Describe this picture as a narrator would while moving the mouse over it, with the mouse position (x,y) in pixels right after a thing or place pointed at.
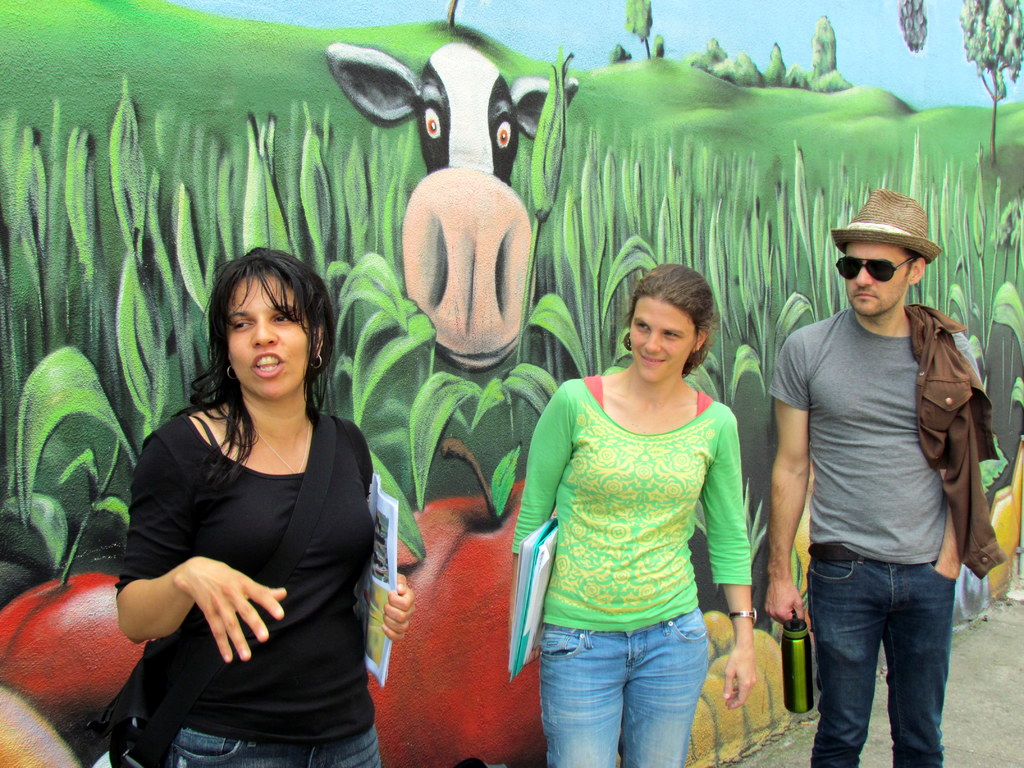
In the picture I can see people (646,578) are standing and holding some objects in hands (407,614). The man (980,437) on the right side (980,460) is wearing a hat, black color shades (884,265), a t-shirt (885,502) and jeans pant (896,568). In the background (518,505) I can see painting (489,239) of plants (288,239), an animal (434,245), fruits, the sky (805,41) and some other things (660,67) on a wall (415,244).
